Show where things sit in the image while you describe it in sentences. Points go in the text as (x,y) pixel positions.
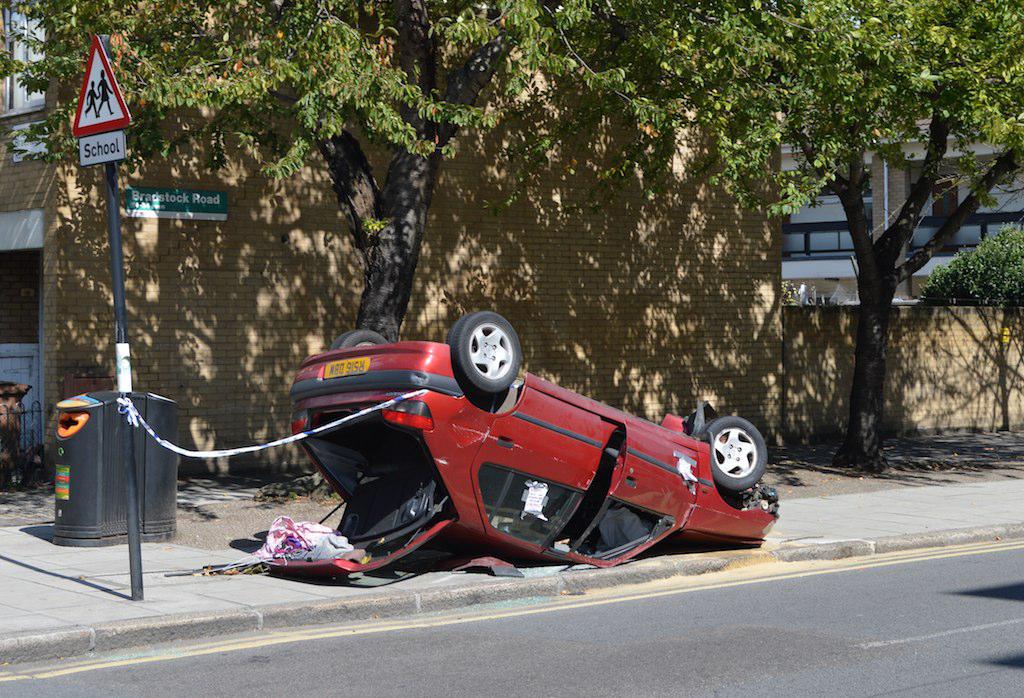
In the center of the image (410,407) we can see one car (470,510), which is in red color. And we can see the car (356,382) is tied to the pole (130,415), with the help of tape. In the background (91,334), we can see buildings (765,251), sign boards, trees (850,231), one dustbin (144,446), one pole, road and a few other objects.
